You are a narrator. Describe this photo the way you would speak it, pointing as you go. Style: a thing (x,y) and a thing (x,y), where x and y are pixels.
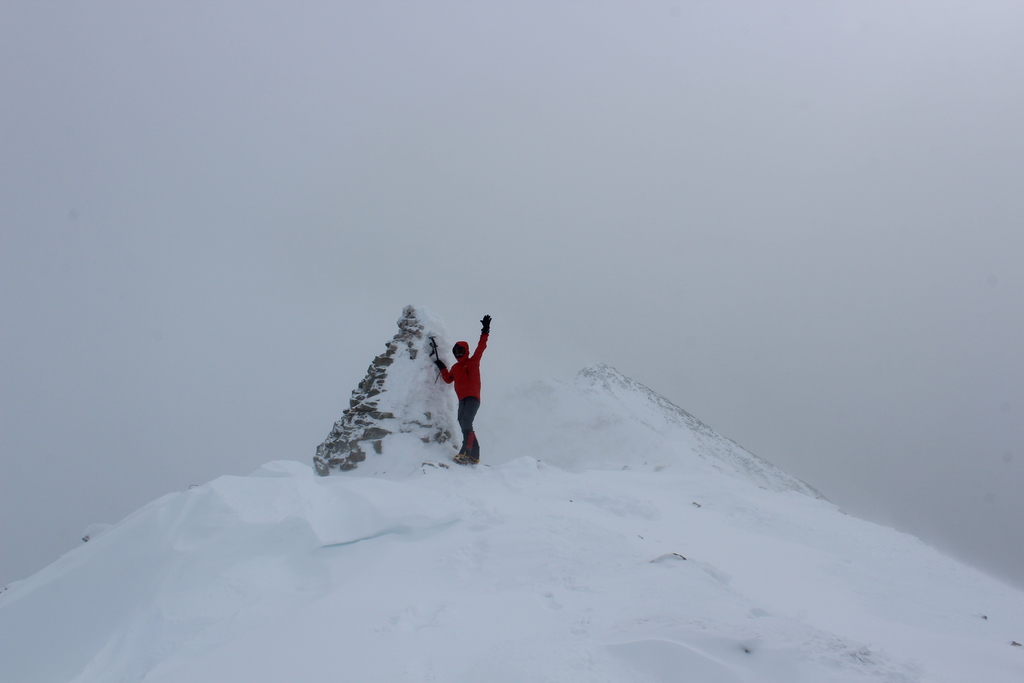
In this picture there is snow (597,517) on the ground (527,425) and there is a person (473,398) standing and the sky (475,160) is cloudy.
